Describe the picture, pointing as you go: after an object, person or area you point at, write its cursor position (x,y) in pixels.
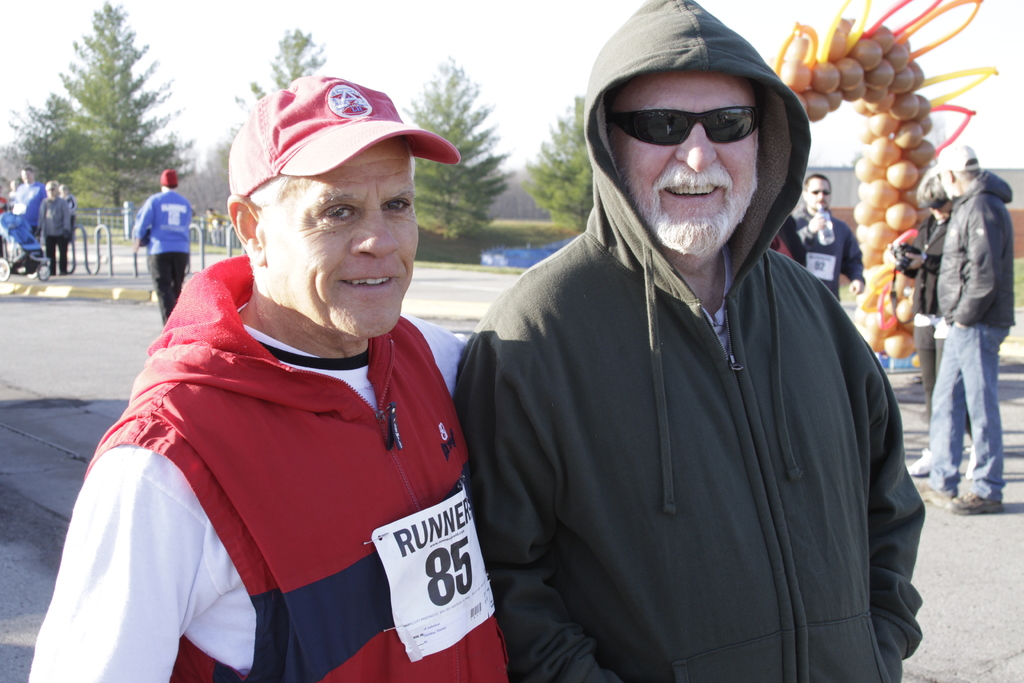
In this picture we can see two men (446,510) and they are smiling and in the background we can see people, fence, trees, sky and some objects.
